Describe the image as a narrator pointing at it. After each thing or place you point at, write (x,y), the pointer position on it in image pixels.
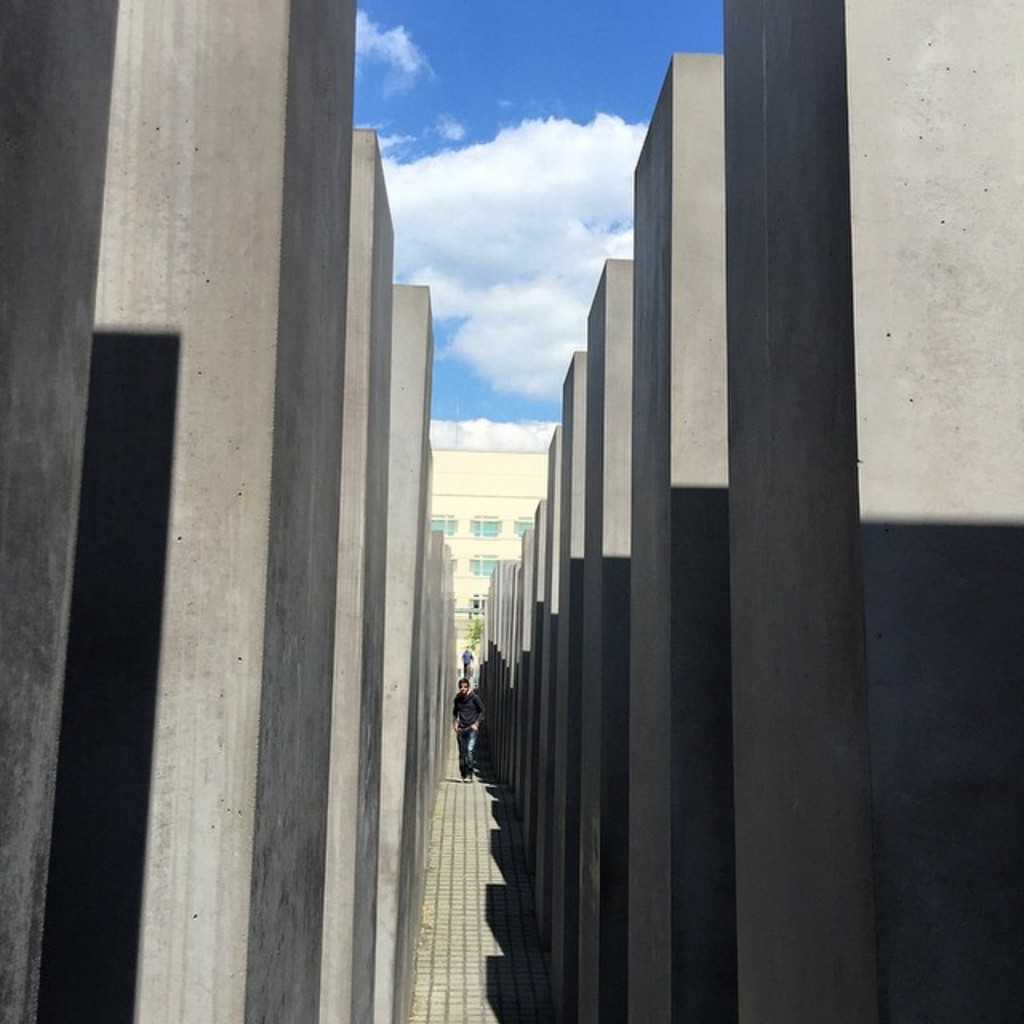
This is the picture of a building (477,577). In this image there are two persons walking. At the back (481,627) there is a building (509,460) and tree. At the top (440,65) there is sky (516,65) and there are clouds (556,179). On the left (317,795) and on the right side of the image (731,760) there are pillars (713,630).
